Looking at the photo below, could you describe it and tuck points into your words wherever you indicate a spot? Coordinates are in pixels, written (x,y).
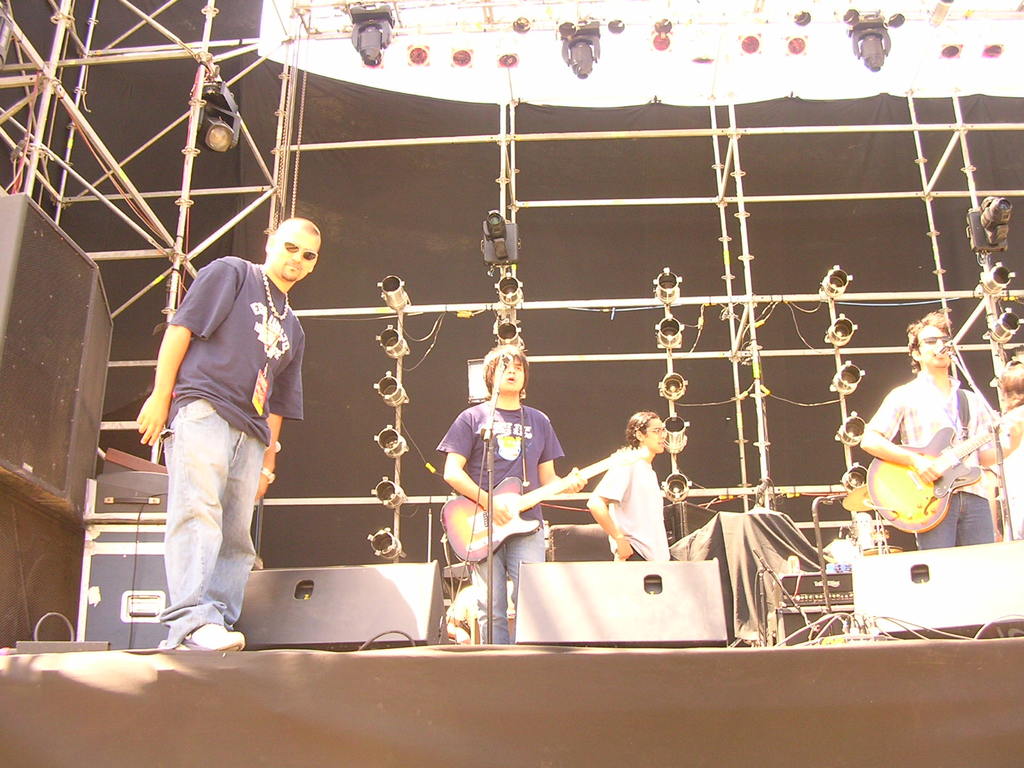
In the image we can see there are people (883,459) who are standing on the stage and two people (544,544) are holding guitar (948,486) and in front of them there is a mike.
